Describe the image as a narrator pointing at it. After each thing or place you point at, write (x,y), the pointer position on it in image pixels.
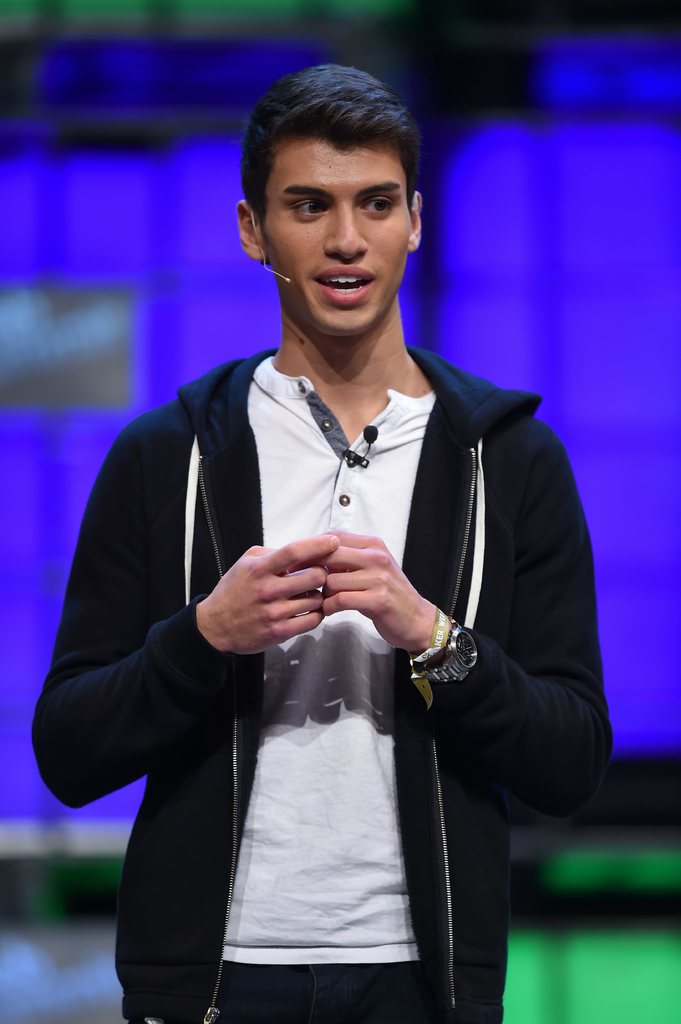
In this picture we can see a man (214,475) wearing white color shirt (328,867), black color jacket (397,742) and watch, standing and in the background of the picture (232,126) there is blue color screen (218,139).
